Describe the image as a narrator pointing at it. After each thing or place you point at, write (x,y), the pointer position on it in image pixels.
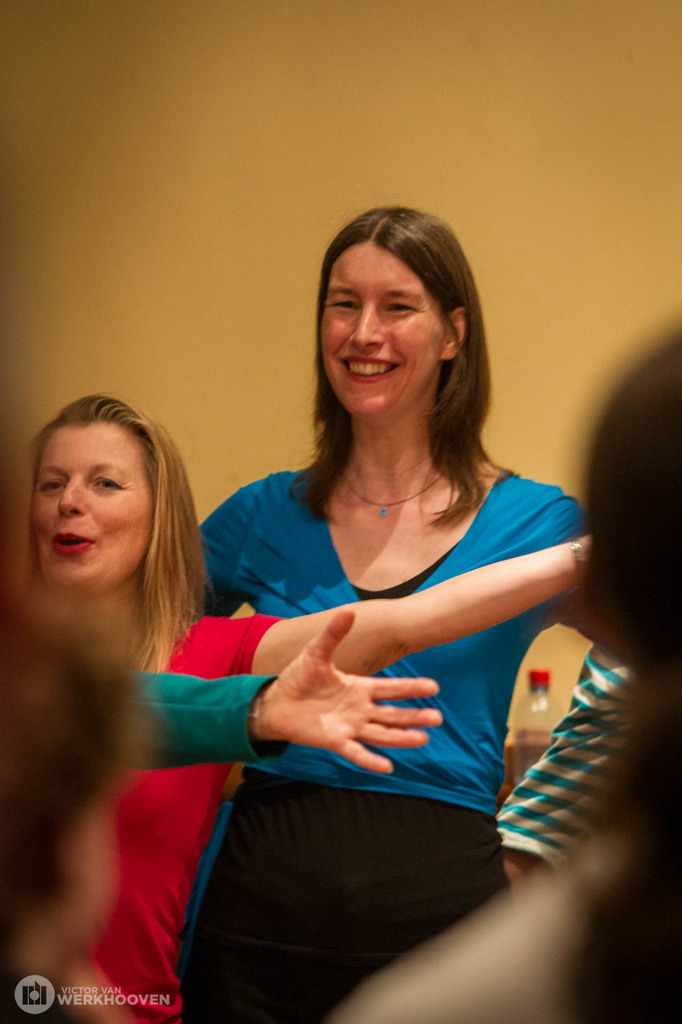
In this picture there is a lady (267,587) in the center of the image (341,544) and there are other people (170,669) in the image, there is a water bottle (529,725) in the background area of the image (534,733).
